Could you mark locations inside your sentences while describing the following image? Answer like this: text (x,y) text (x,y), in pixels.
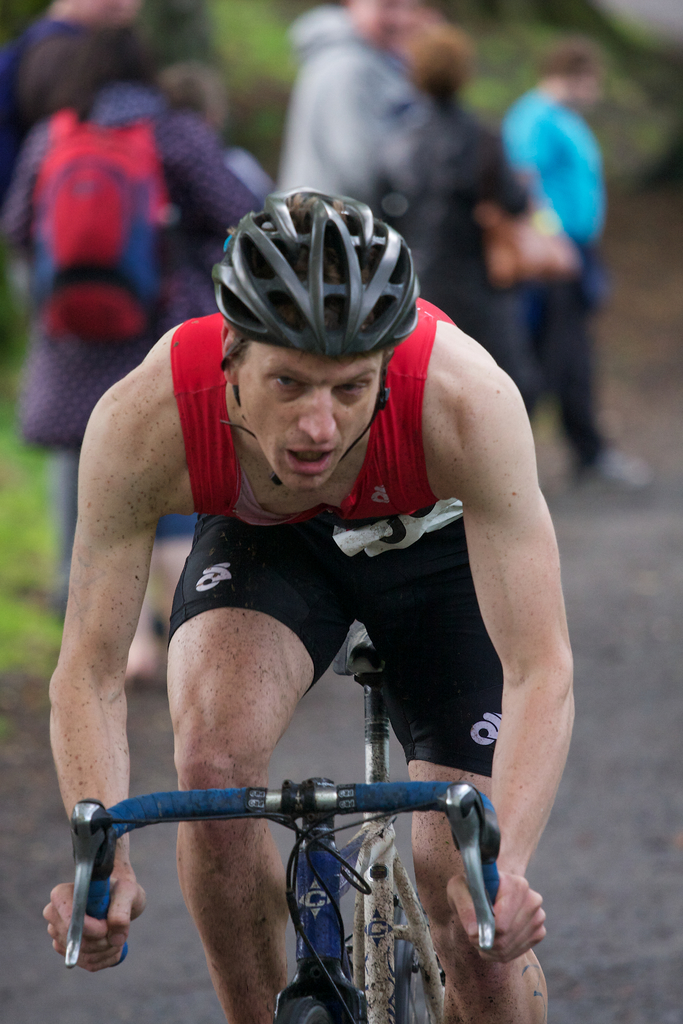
In this picture there is a person (525,679) riding bicycle (365,798). At the back (446,298) there are group of people (446,298) standing and there are trees (619,90). At the bottom (666,776) there is a road (666,670).
